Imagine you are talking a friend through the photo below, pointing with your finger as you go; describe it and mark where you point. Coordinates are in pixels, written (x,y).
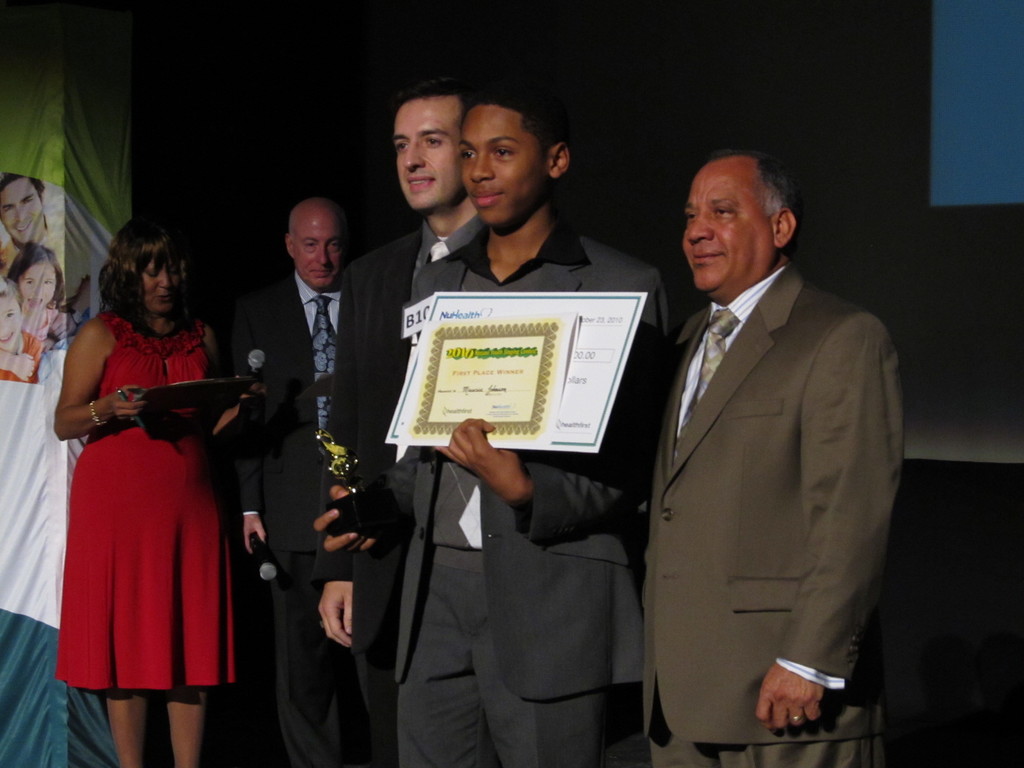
In this image there are four men (319,487) and a woman (162,475) is standing, one man (492,574) is holding certificates (514,368) in his hand (498,474) and in the background (265,282) there is a black curtain (950,496), on the left side (33,425) there is a banner (31,179), on that banner (35,302) there are some pictures (53,289).
